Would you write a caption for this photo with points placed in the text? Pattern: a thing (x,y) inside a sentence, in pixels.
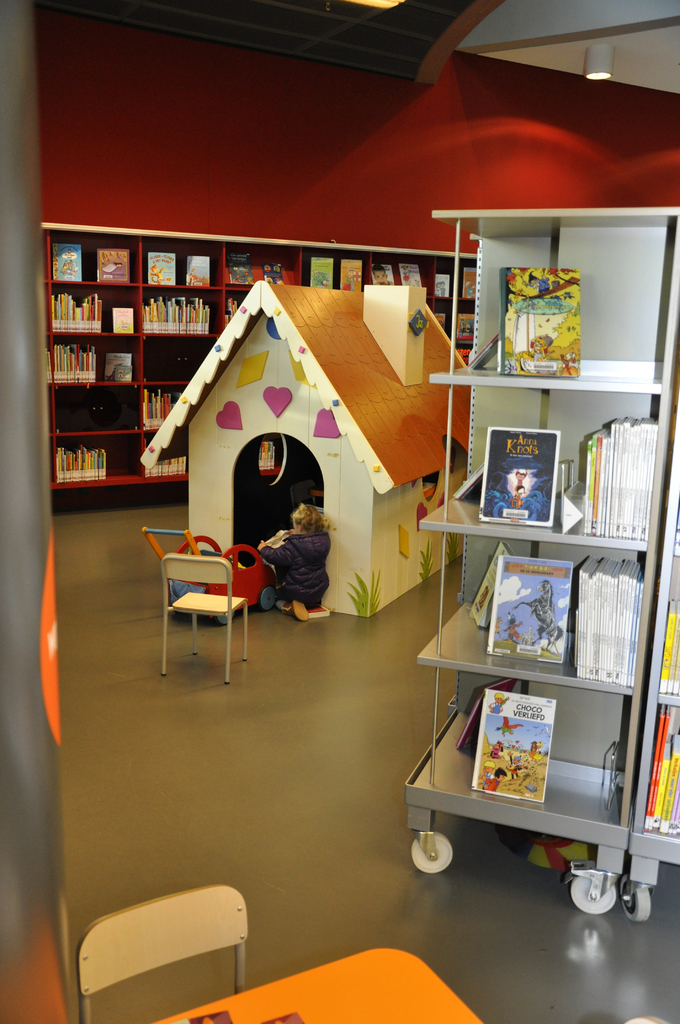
In this image I can see many books (566,608) inside the rack (536,676). In-front of the rack (453,572) I can see the table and the chair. To the side of the rack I can see the person (303,551), some objects (256,575) and chair (205,572) in-front of the playhouse (309,420). In the background (197,331) I can see few more books (197,331) in the wooden rack (187,343). And there is a red color background.
